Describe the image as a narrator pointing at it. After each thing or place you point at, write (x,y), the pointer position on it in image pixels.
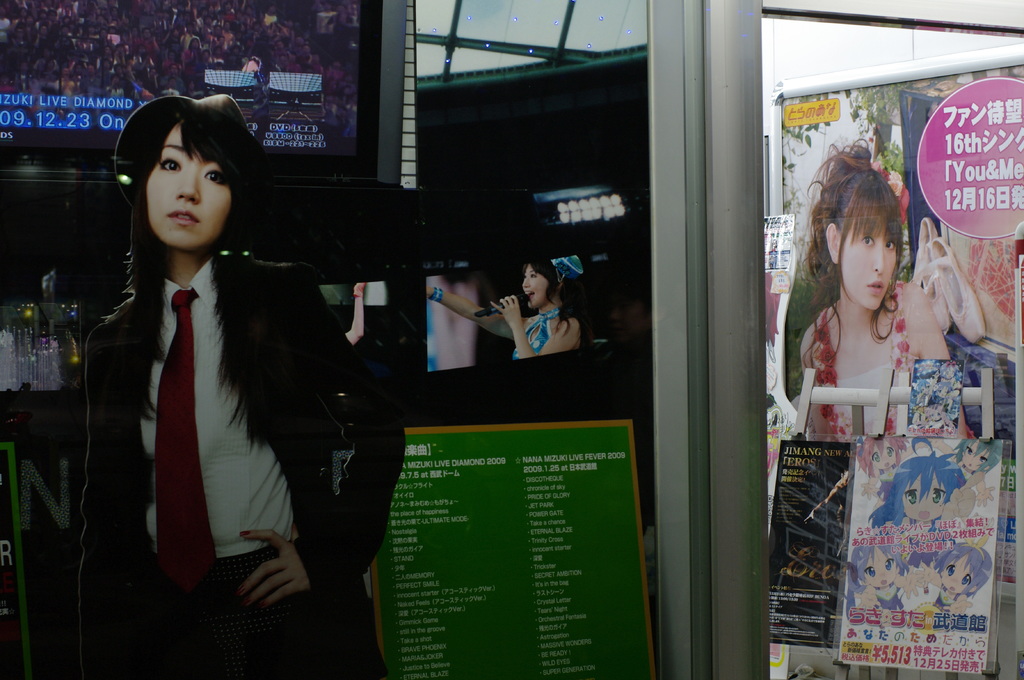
In this image we can see one big T. V screen (118,68) with text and people images (185,17). There are some boards (817,549) with text (914,647), one woman (259,580) in black dress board (256,566), some lights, one object (465,23) at the top of the image (517,61) looks like a roof (628,44), some banners (827,560) with text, some T. V's (589,240) with images (547,235), one sticker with text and one big white board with text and images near the wall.
